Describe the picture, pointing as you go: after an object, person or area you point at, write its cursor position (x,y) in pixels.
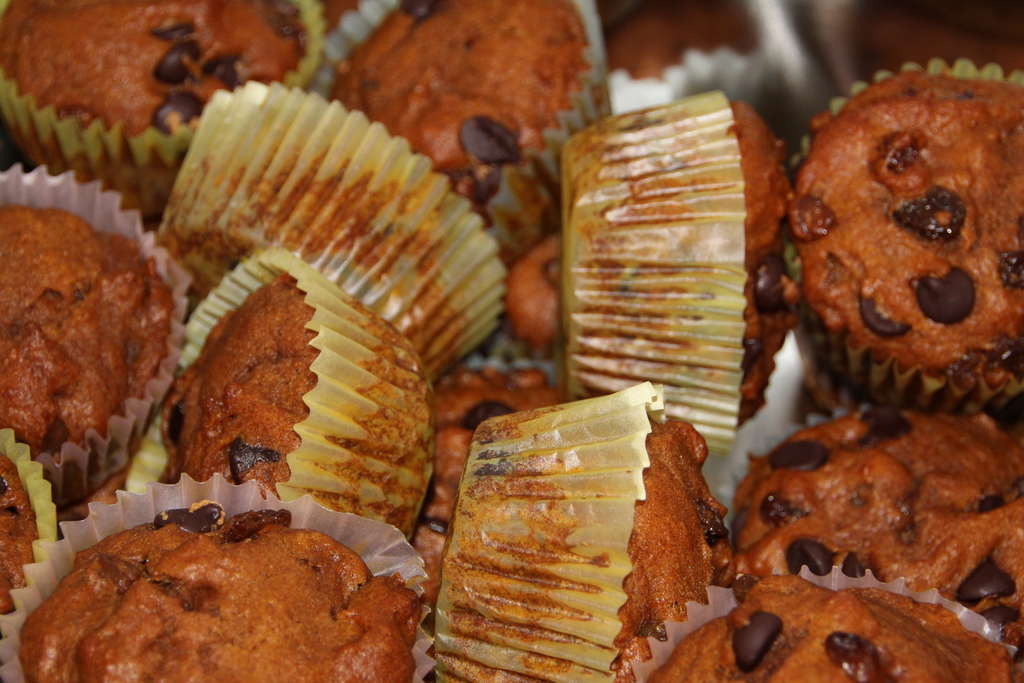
In this image there are a group of cupcakes (433,136).
